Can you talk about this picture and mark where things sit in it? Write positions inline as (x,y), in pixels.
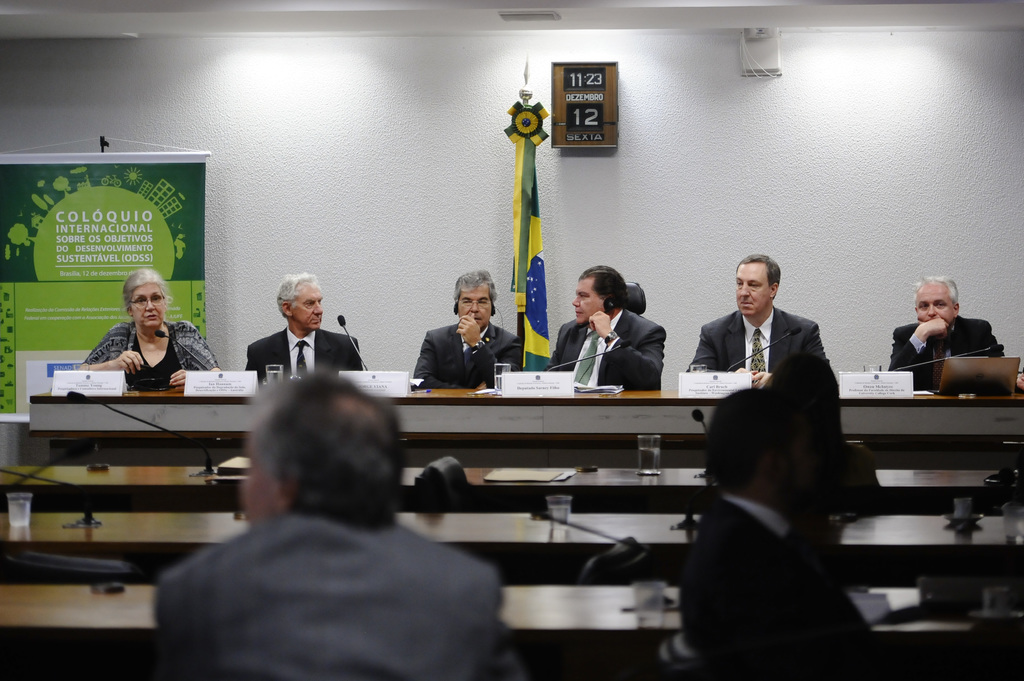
In this room (564,336) every person (136,344) are sitting on chair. In-front of this person (938,376) there is a table (493,399), on table (201,406) there is a card (230,378), glass (277,371), mic (345,329) and laptop (982,388). This is a flag (533,313). On wall (719,160) there is a calendar (592,122) with time. This is banner (44,216) in green color.
